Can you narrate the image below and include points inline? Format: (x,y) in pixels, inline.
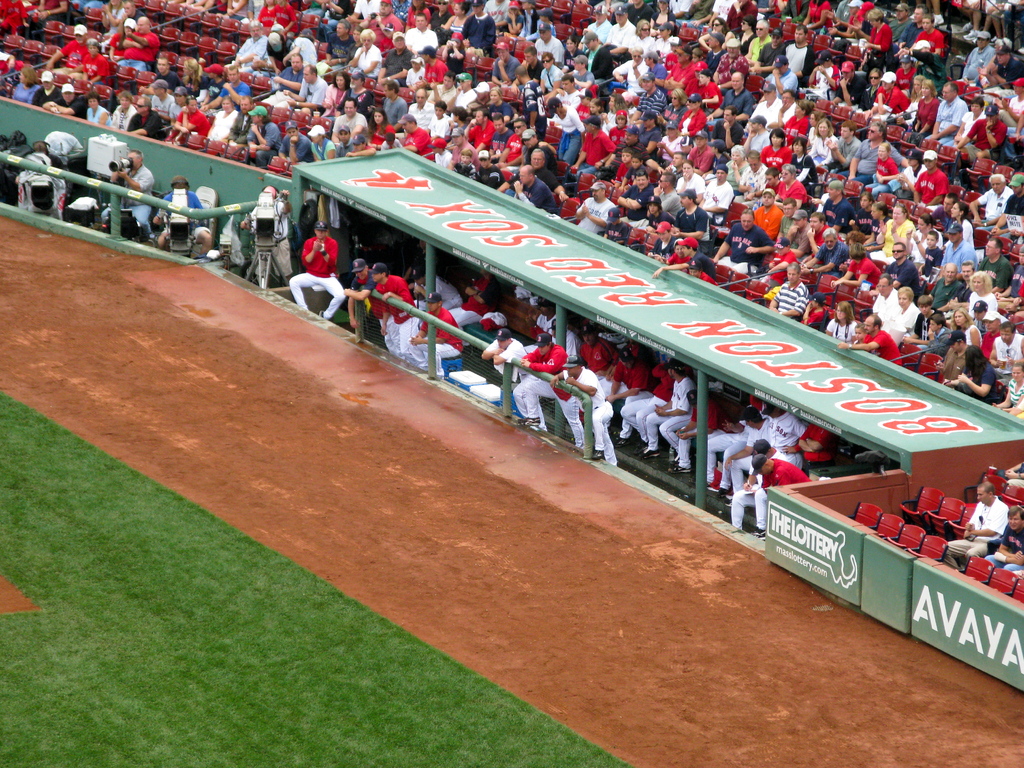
In this picture, there is a ground (510,528). On the top (658,173), there are people (665,126) sitting on the chairs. In the center (543,268), there is a shed (461,219) with some text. Under the shed (419,199), there are people (578,434) wearing red t shirts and white t shirts (550,316). Towards the left (142,187), there are some people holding cameras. At the bottom (418,679), there is grass (351,689) and land (600,662).
